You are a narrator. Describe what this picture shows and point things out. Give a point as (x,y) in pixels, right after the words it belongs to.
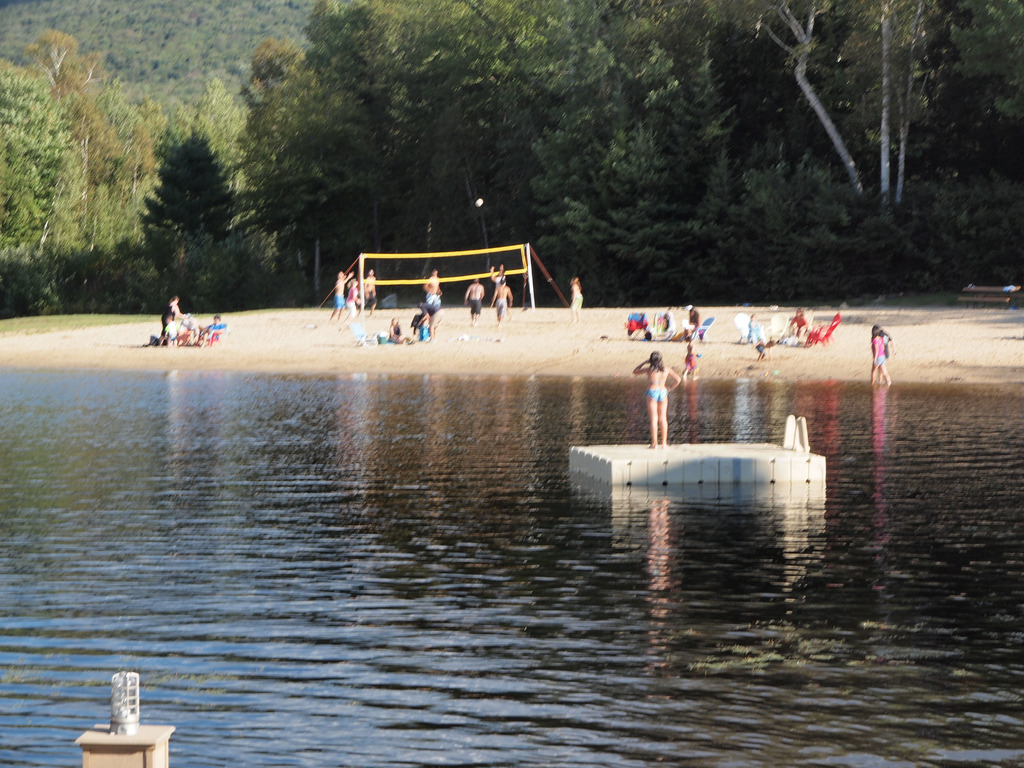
These picture is taken on the lake shore (517,331). On the shore (134,324), there are people (367,293) scattered around. some of the people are playing volleyball. On the water (611,500), there is a person (664,419) standing on the board (719,454). In the background (299,27), there are trees (387,51).
